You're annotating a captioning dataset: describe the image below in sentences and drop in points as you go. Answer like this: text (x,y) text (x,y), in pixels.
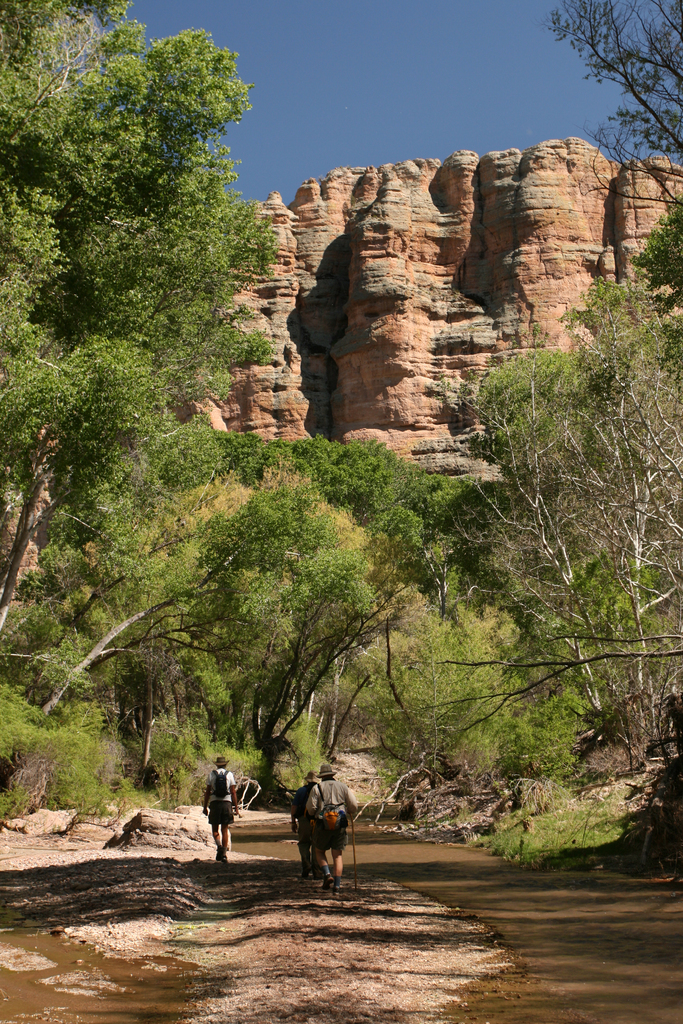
In this image we can see three persons (322,850) wearing a hat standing on the ground (364,914). One person (214,798) is carrying a bag (225,791). In the background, we can see a group of trees (461,649), mountain (422,295), water (489,917) and the sky (402,77).
